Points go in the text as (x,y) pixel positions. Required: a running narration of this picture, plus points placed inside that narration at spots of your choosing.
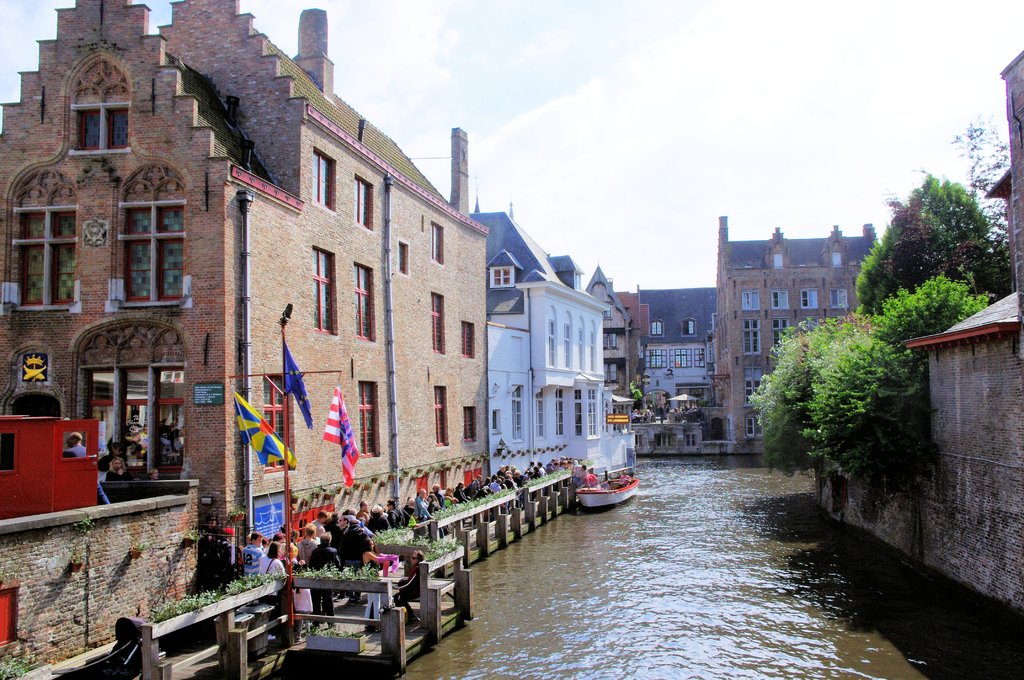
This is the picture of a city (658,333). In this image there are group of people (267,556) standing behind the wooden railing (455,590) and there are flags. There are buildings (357,404) and trees (967,151) and there is a boat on the water (684,477). At the top (625,56) there is sky (698,74) and there are clouds (704,192). At the bottom (496,589) there is water (754,500).
